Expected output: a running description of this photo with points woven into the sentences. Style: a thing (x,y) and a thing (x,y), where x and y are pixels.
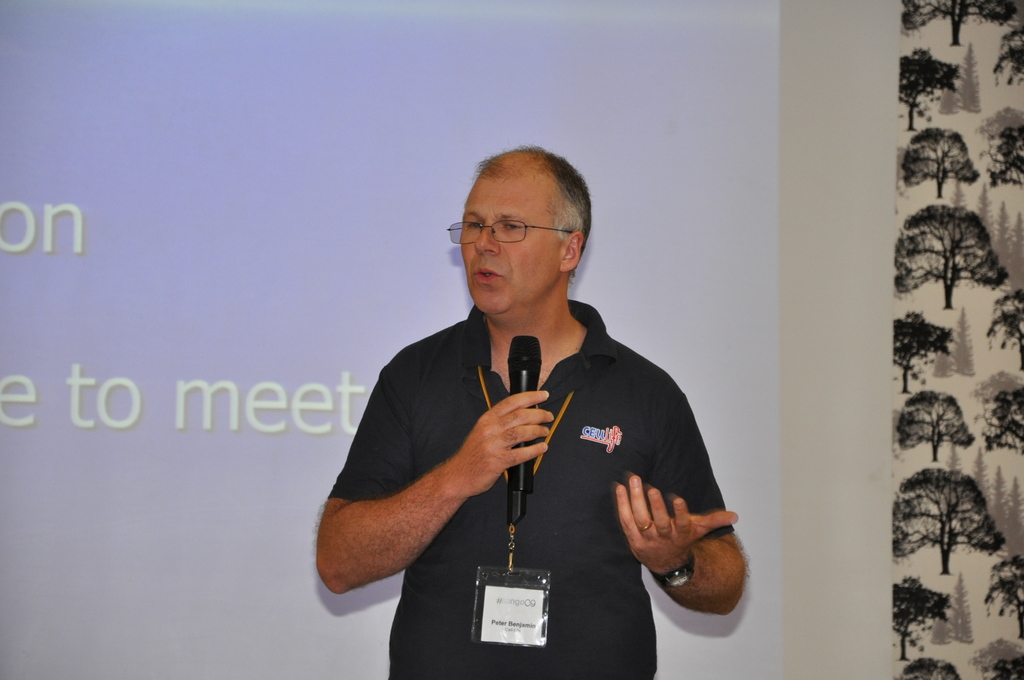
This picture shows a man (656,405) standing and he is holding a microphone (515,472) in his hand (527,451) and he wore a id card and we see spectacles (520,240) on his face (488,235) and we see a projector light (657,200) on the wall (438,325).
